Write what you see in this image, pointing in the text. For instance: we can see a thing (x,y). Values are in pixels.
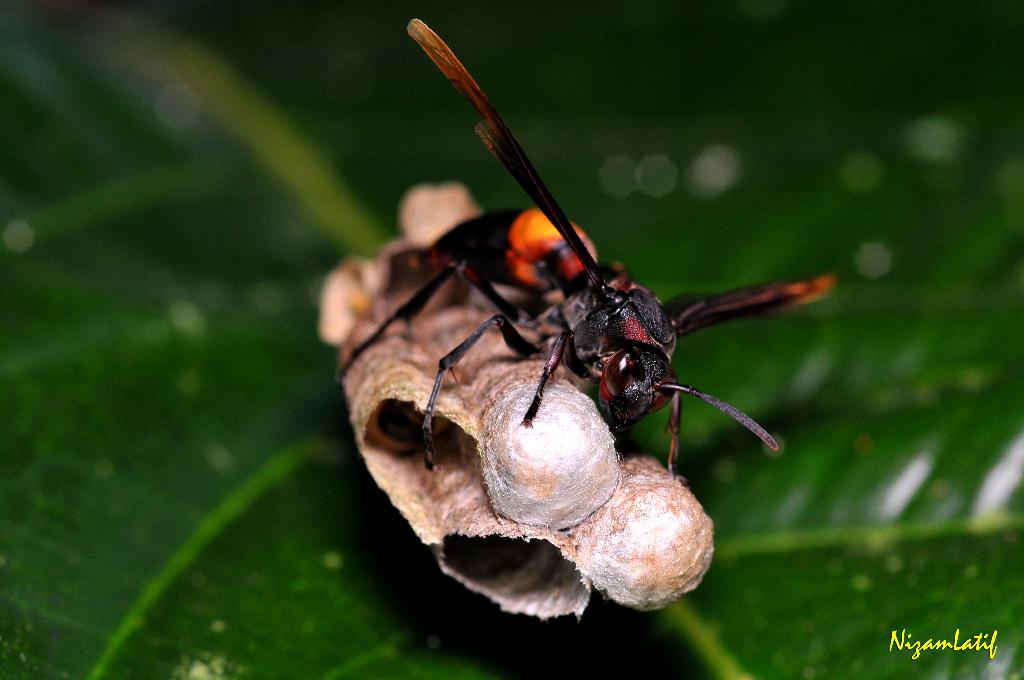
In the image we can see an insect (566,327), black and orange in color. This is a leaf (215,420) and a watermark (969,645).
